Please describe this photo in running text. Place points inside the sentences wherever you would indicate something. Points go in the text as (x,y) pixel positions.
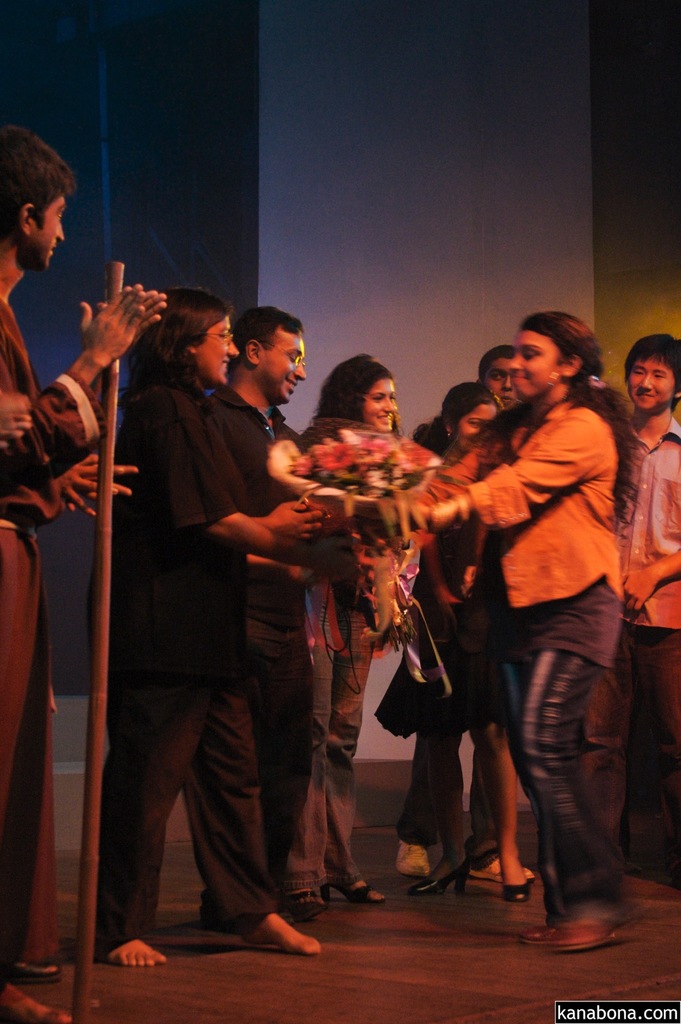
In the image we can see there are people (143,422) standing on the stage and a woman (577,467) is holding a flower bouquet (349,445) in her hand (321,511).
